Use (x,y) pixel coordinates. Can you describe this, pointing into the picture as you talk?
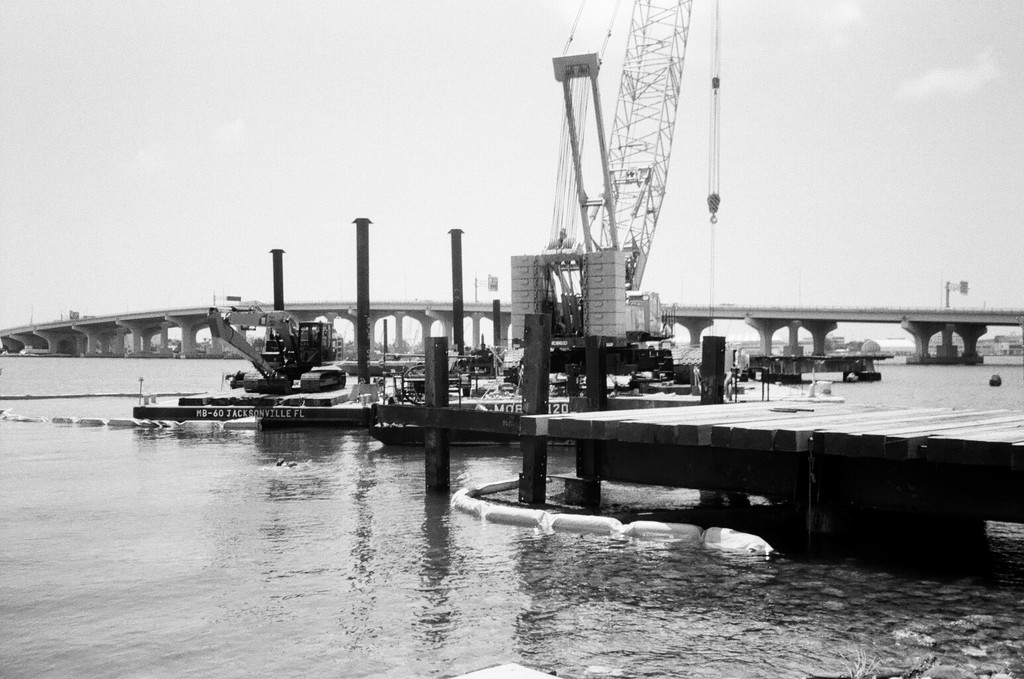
In this picture I can see there is a ocean (226,372), there is a wooden bridge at the right (698,447), there is a crane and there are few other machines (322,378) at the center of the image (393,375). In the backdrop (111,325) there is a long bridge (60,325) and it has pillars (183,350), the sky (376,113) is clear. This is a black and white image.
